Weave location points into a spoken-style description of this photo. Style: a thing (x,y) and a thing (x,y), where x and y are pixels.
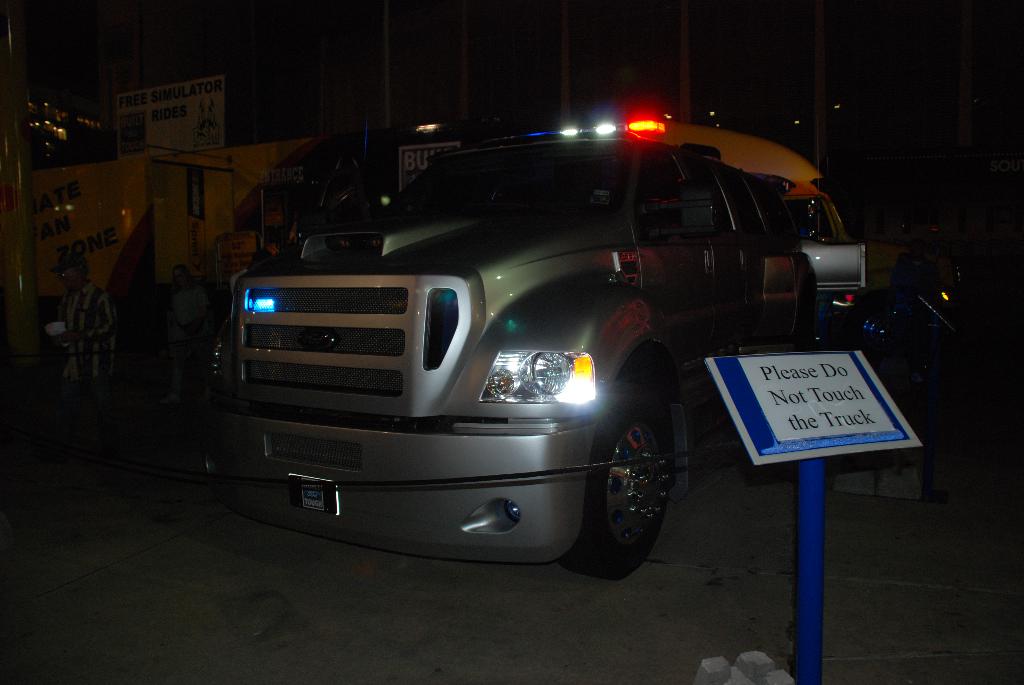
In the foreground of this image (510,395), there is a truck (531,383) and a board (834,436). In the dark background (168,128), there is another board (172,116), a man (90,305) and a woman (179,315) walking, a pillar (29,245) on the left (14,44) and the remaining objects (275,180) are not clear.
